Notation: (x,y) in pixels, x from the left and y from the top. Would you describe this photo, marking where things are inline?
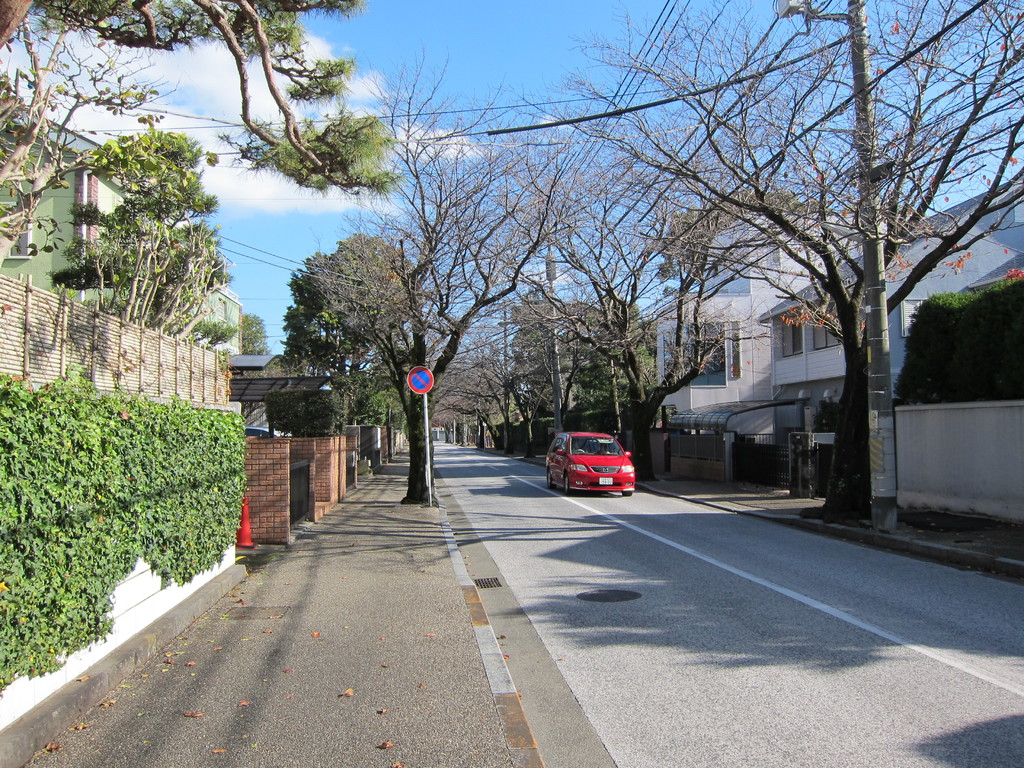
In this image we can see a red color vehicle (556,448) on the road (508,495), there are few buildings (711,332) with windows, trees (468,412), poles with lights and a pole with sign board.
